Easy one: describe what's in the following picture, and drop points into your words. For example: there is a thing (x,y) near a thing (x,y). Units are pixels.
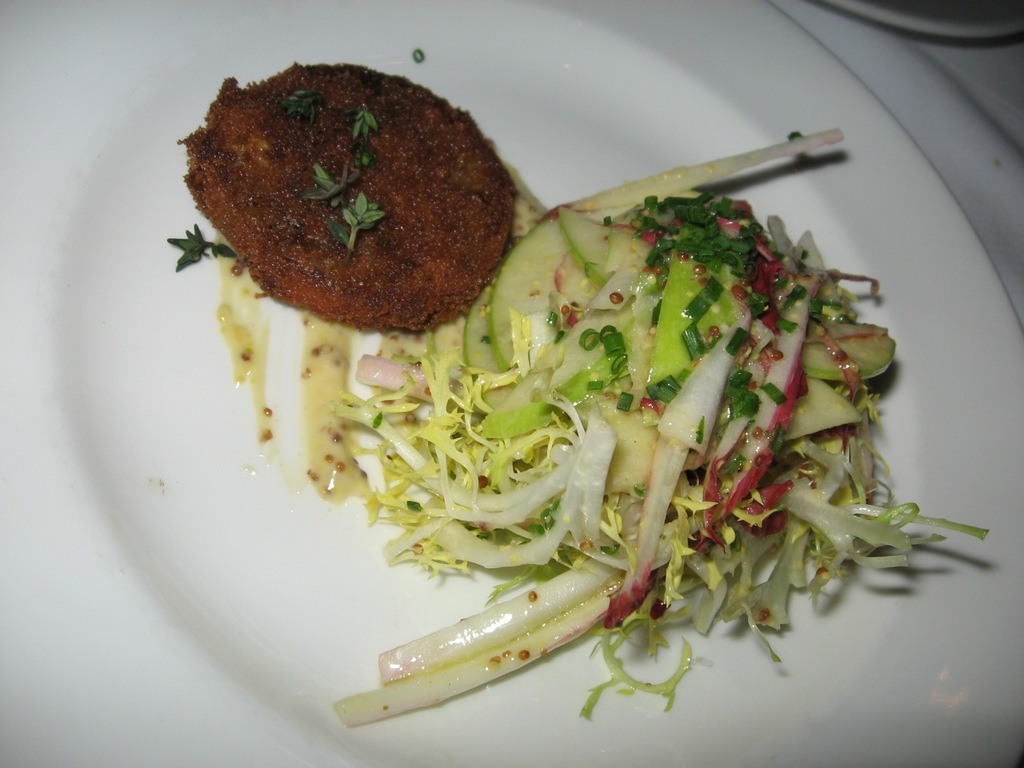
In this picture I can observe some food (256,265) placed in the white color plate (472,62). The food (434,383) is in green and brown color.
